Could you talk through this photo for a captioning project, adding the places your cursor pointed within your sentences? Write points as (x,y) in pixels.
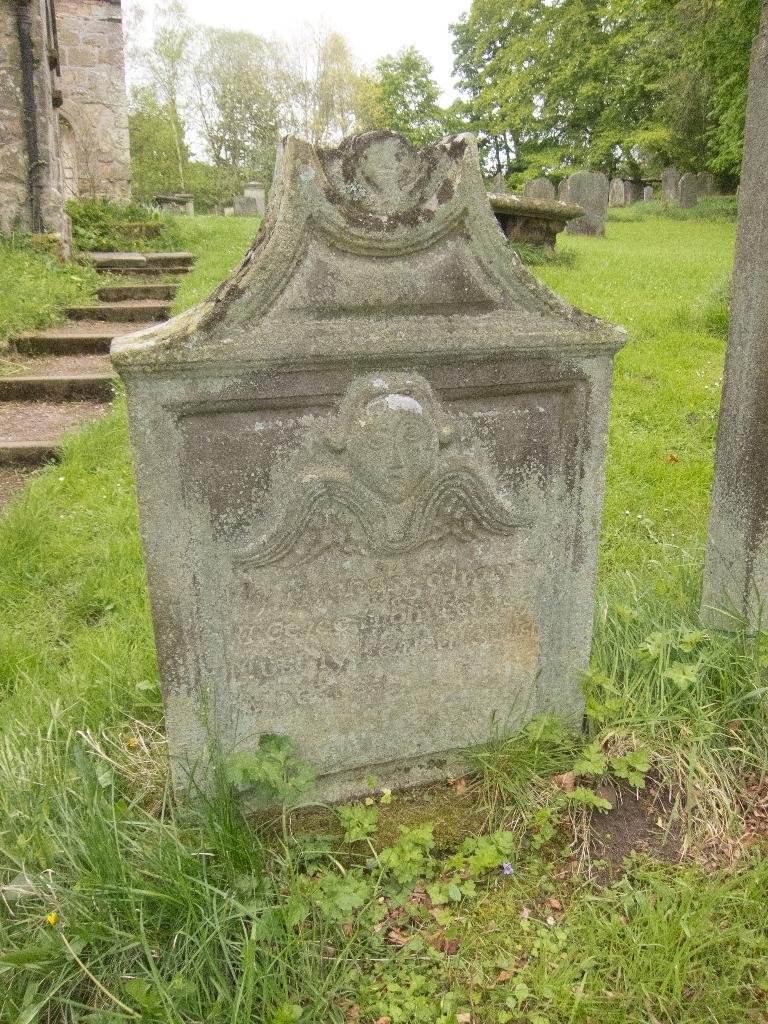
In this image I can see cemeteries (430,603), grass (249,938), building (5,148), trees (217,159) and the sky (442,17). This image is taken may be during a day.
